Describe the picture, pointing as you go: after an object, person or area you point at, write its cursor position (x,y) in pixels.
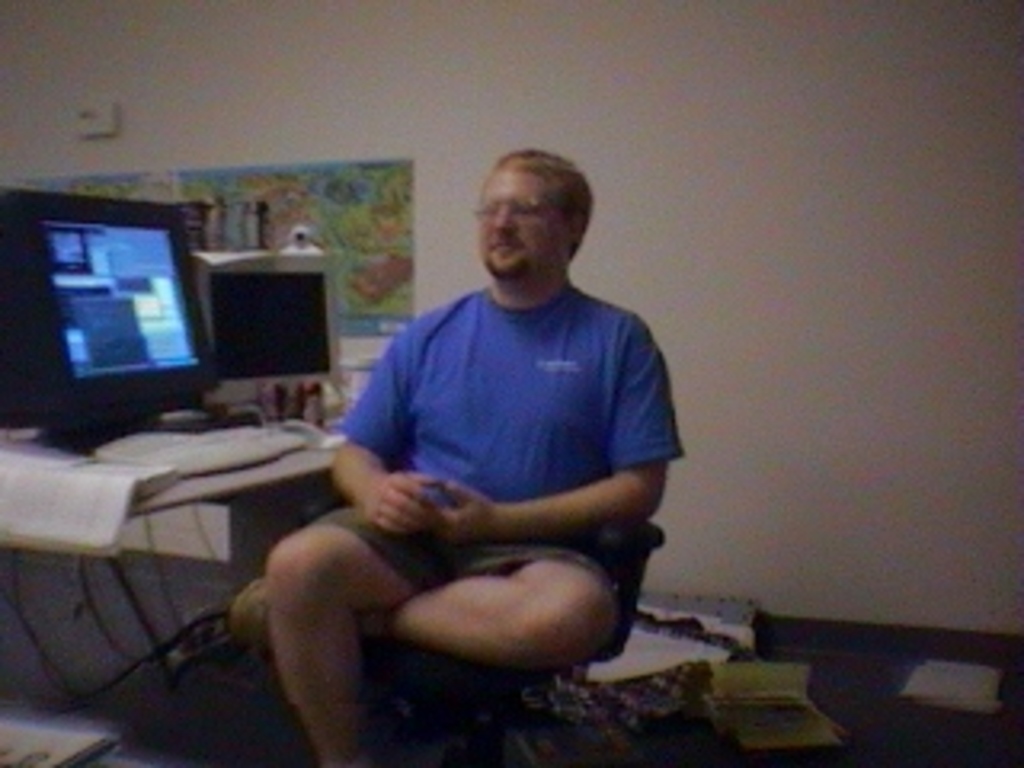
This image is taken indoors. In the background (415,263) there is a wall (631,135) with two posters (316,190) on it. On the left side of the image (206,344) there are two monitors (165,332) on the table (178,498) and there are a few books (160,482) on the table (279,466). In the middle of the image (501,485) a man (345,594) is sitting on the chair (612,569). On the right side of the image (745,671) there are a few things (726,685) on the floor (876,696).
